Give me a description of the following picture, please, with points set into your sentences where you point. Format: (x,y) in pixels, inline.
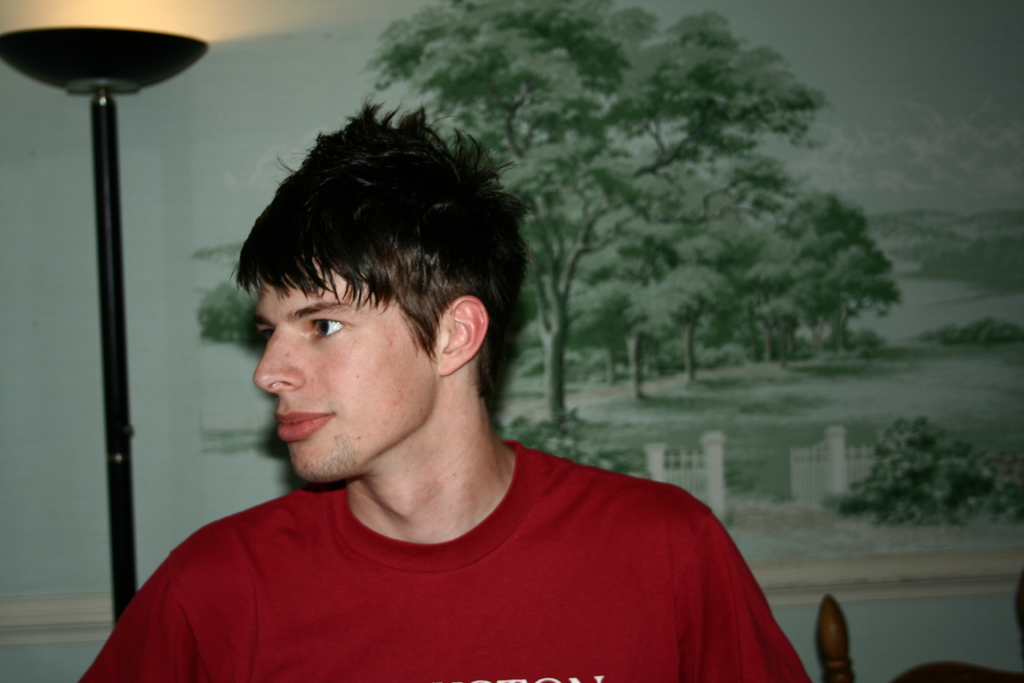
In the center of the image (518,452) we can see a man (323,311). He is wearing a red shirt (342,584). On the right (831,622) there is a chair (841,643). On the left (58,44) we can see a lamp (108,70). In the background (729,335) there is a mural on the wall (928,626).
